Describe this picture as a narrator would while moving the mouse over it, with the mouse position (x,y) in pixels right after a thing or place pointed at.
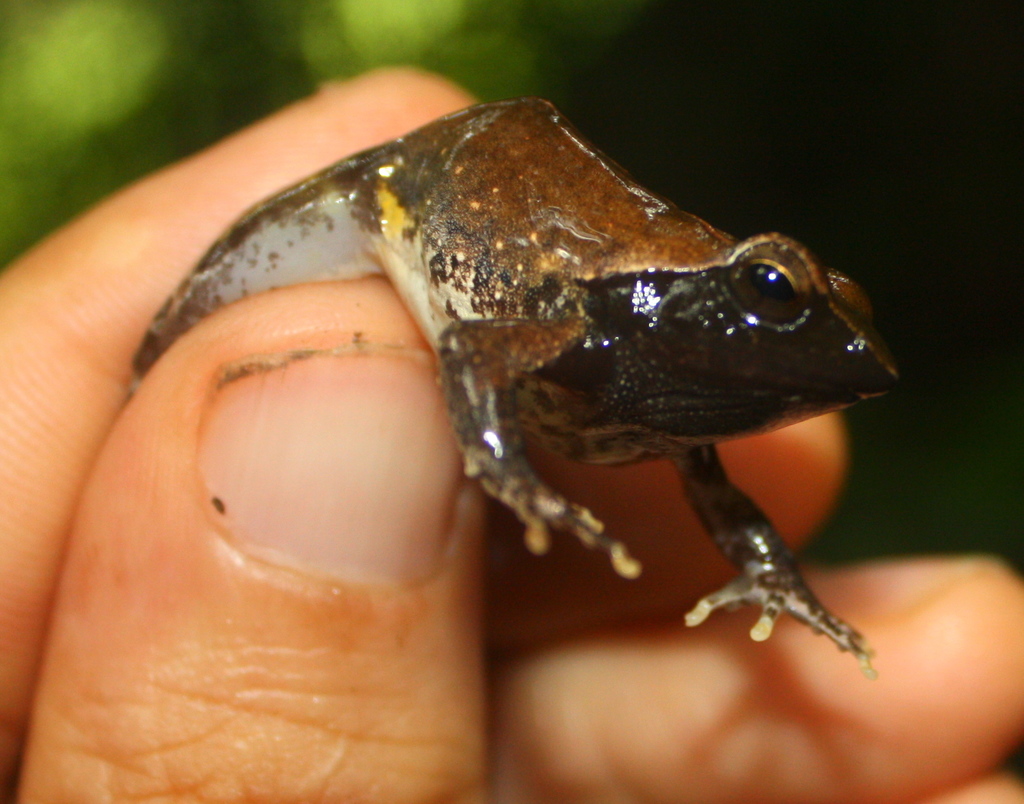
In front of the image we can see the hand (673,530) of a person (80,624) holding the frog (646,228) and the background of the image (959,465) is blur.
